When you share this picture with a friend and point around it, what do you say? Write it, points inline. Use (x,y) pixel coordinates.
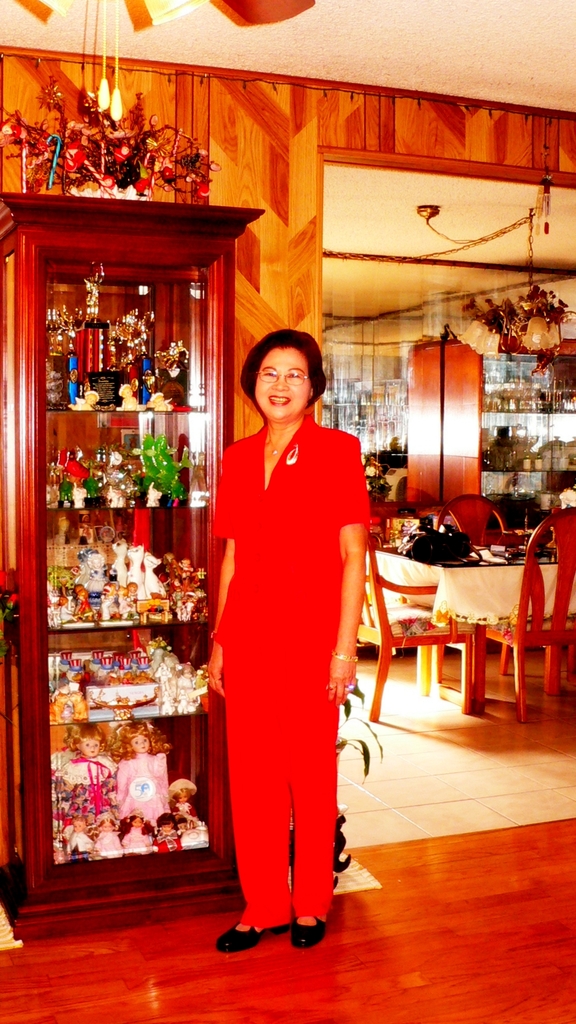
On the background (429,416) we can see cupboard (485,376), ceiling (394,210) and a ceiling light (553,334). We can see empty chairs (539,637) and tables (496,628). This is a floor (397,911). Here we can see one women (223,690) in red dress (268,697) standing near to the cupboard (187,413) and smiling. Inside the cupboard (91,216) we can see dolls (148,814).
